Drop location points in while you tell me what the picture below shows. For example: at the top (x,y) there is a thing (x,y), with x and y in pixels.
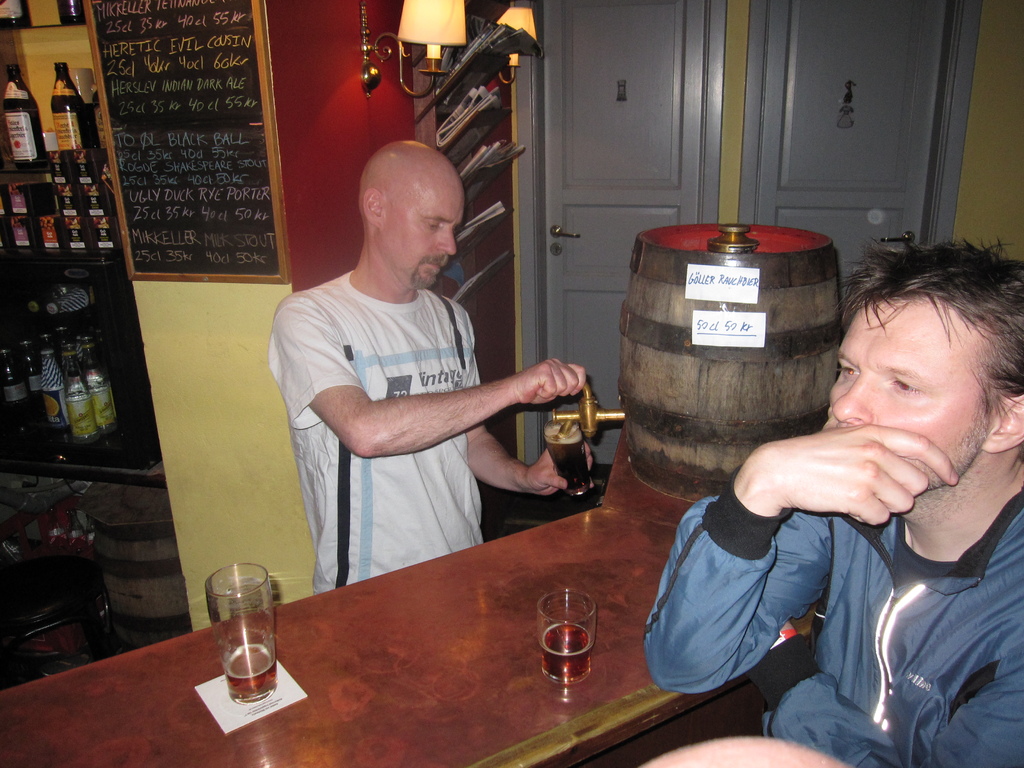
In the image we can see two men (959,609) wearing clothes (873,539) and the left side man (435,434) is holding glass (568,452) in one hand (556,472) and on the other hand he is holding the tap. Here we can see the table (431,625) and on the table (493,635), we can see the glasses (552,634). Here we can see bottles (101,430) kept on the shelves (110,447). Here we can see lights (430,34), doors (611,193), board (159,191) and text (168,175) on the board (157,176).
